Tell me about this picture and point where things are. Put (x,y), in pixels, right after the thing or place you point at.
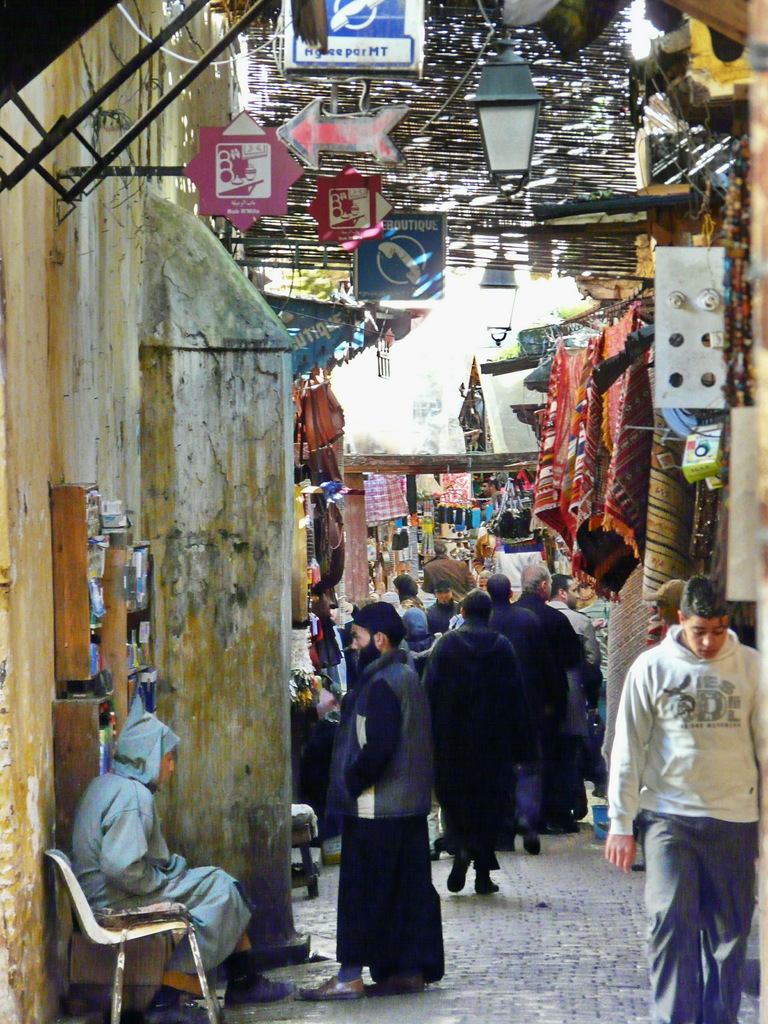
In the center of the image (405,656) there are group of persons (426,701) walking on the road (605,906). On the right side of the image (585,438) there are clothes (568,489), shops (540,420), and persons (593,676). On the left side of the image (68,28) we can see lights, bags (314,400), clothes (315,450), tent (322,323), cupboards (74,663), chair (131,921) and a person (177,878). In the background (383,405) there is a sky (423,395) and trees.
